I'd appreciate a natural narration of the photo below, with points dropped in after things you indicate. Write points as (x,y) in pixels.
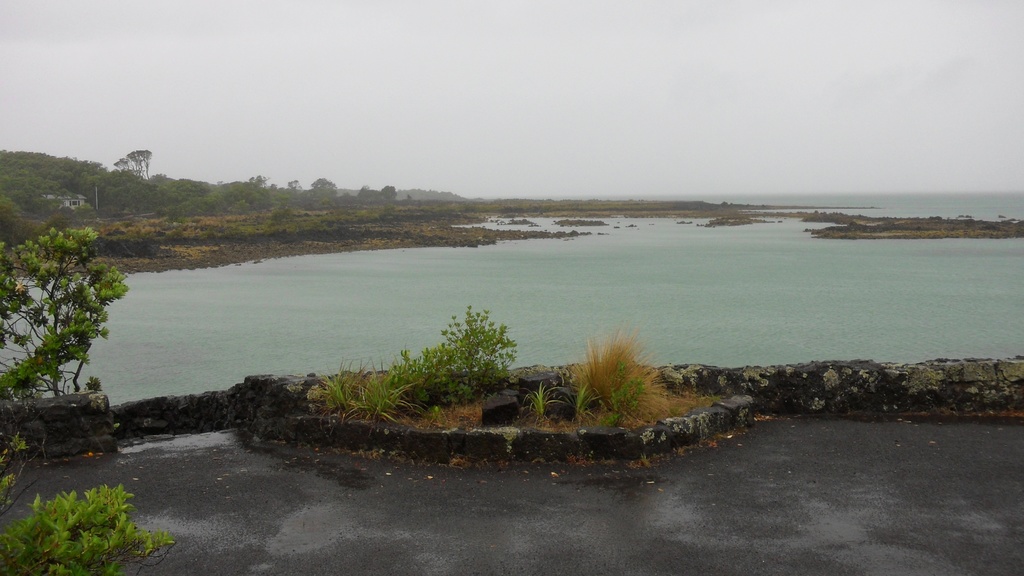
In this image we can see few trees (99,190), plants (480,387), building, road (439,475), water (240,301) and the sky (629,101) in the background (699,77).
